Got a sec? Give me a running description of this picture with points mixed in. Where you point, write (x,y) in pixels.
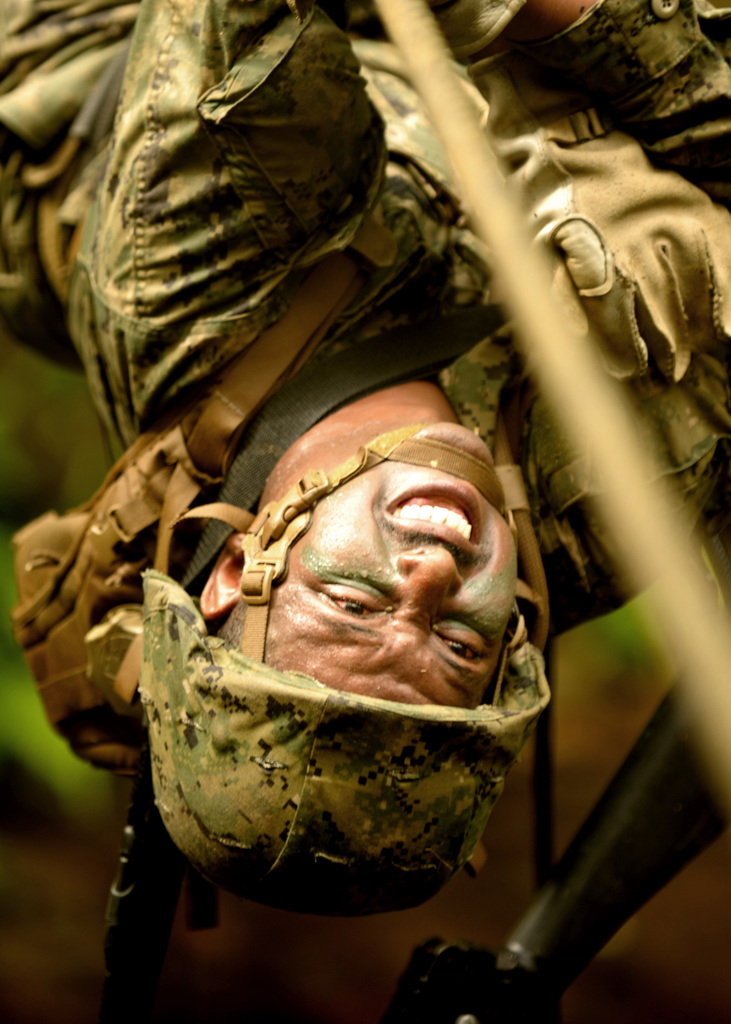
This man (607,34) wore helmet (317,863), military dress (312,50) and gloves (608,324). Background (80,929) it is blur.
